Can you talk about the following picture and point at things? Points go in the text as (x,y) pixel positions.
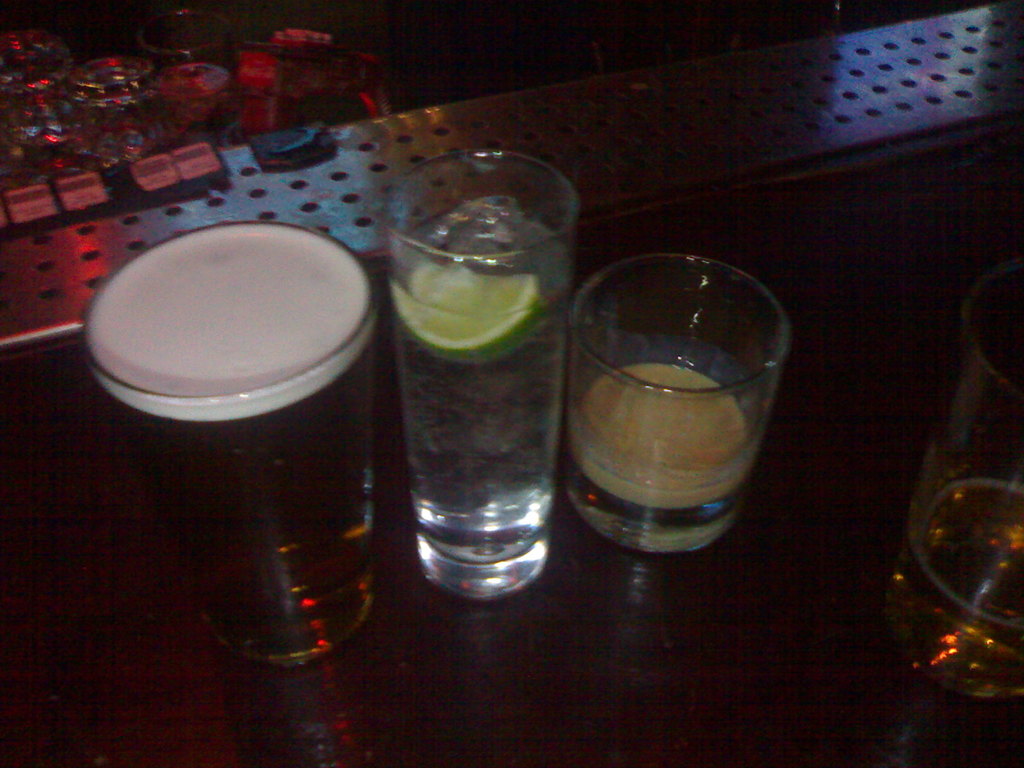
In this image there are four glasses (476,354) with liquids (507,494) in it, which are on the table (13,438), and in the background (11,110) there are glasses (190,135).
